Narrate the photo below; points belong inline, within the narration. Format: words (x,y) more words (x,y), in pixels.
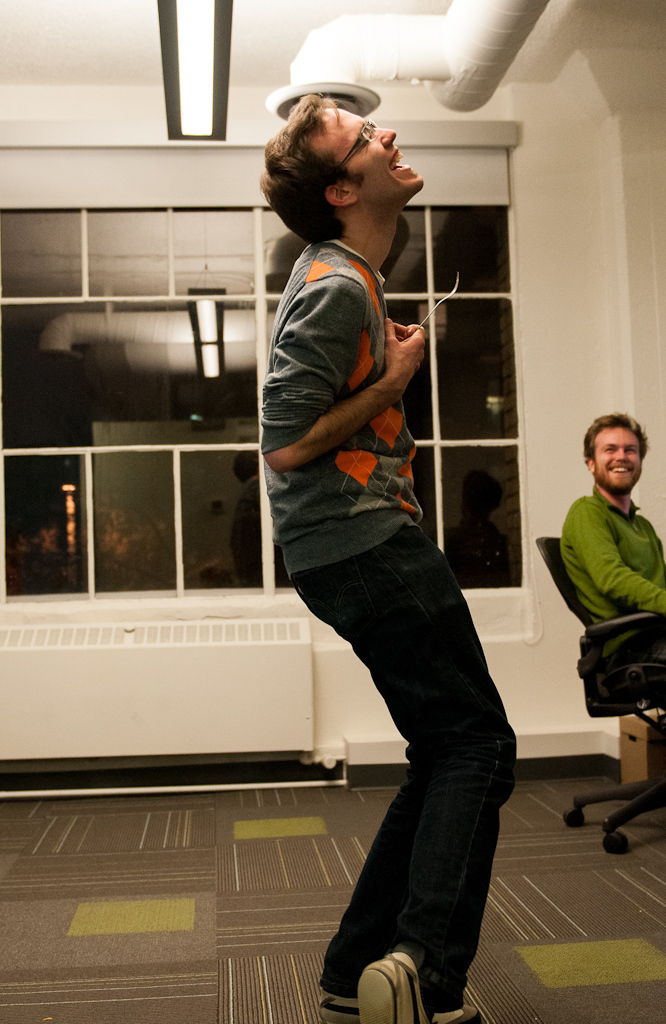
This picture shows a man (390,518) standing and laughing on the floor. And there is another man (603,606) sitting in the chair (584,608) and smiling. In the background (197,547) there is a glass windows (154,545) and a wall (541,348).
